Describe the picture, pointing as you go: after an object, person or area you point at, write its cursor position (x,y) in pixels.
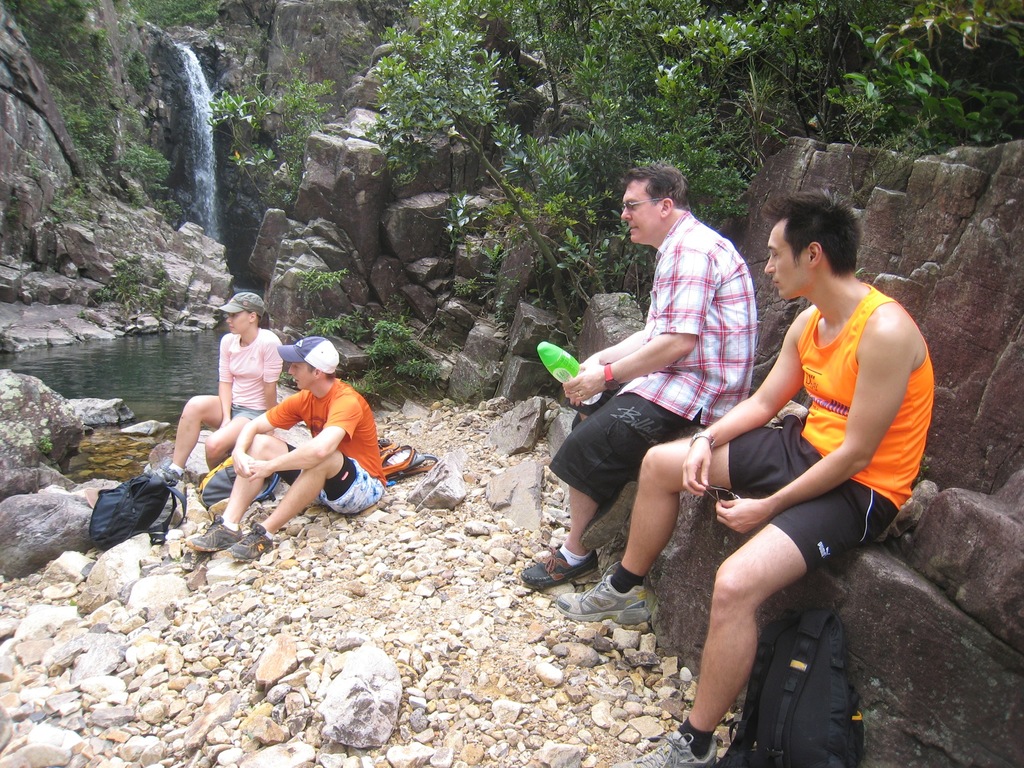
In this image there are group of persons (343,385) sitting. The man (657,440) in the center (649,394) is sitting on a rock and holding a green colour bottle (566,373) in his hand (587,385). In the front (819,715) there is a bag (807,709) which is black in colour. On the ground (327,675) there are stones (410,638) in the background (177,104) there are mountains (324,81), trees (487,118), and there is a waterfall (205,159) which is visible.
